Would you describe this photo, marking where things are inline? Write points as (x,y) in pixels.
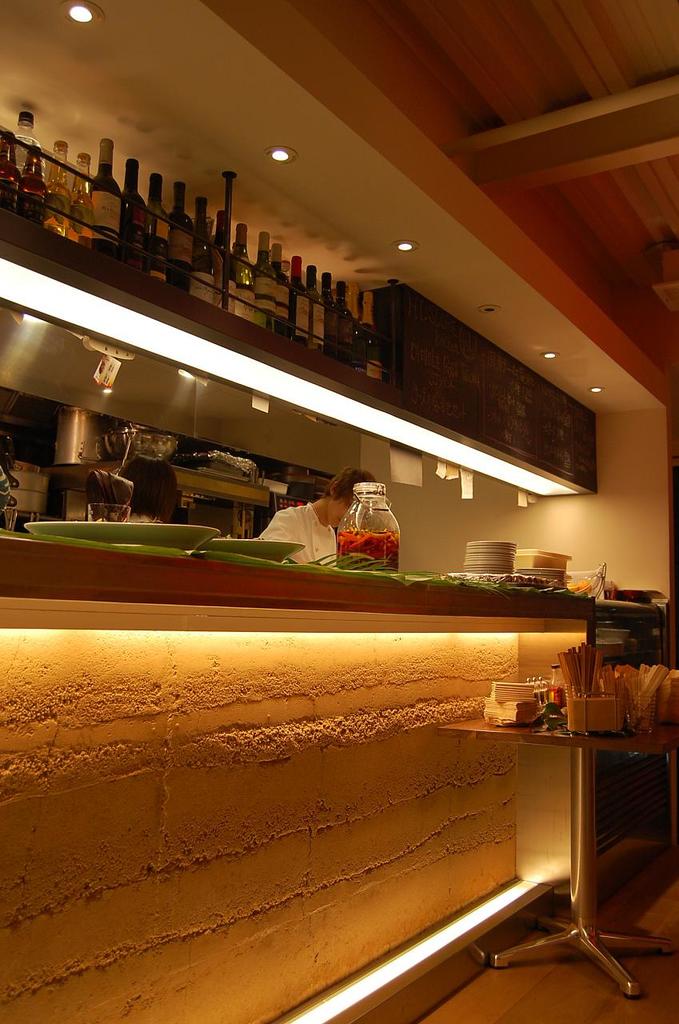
In this image there is a table (617,738). On top of it there are tissues (532,703) and a few other objects (555,712). At the bottom of the image (507,970) there is a floor (526,968). There is a wooden platform (363,599). On top of it there are plates (469,549). There are some objects (370,540) inside the glass jar (372,531). There is a person (347,491). Behind him there are some objects (34,502). There are wine bottles (237,281) on the rack (228,297). In the background of the image (487,510) there is a wall (497,504). On top of the image (169,336) there are lights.
